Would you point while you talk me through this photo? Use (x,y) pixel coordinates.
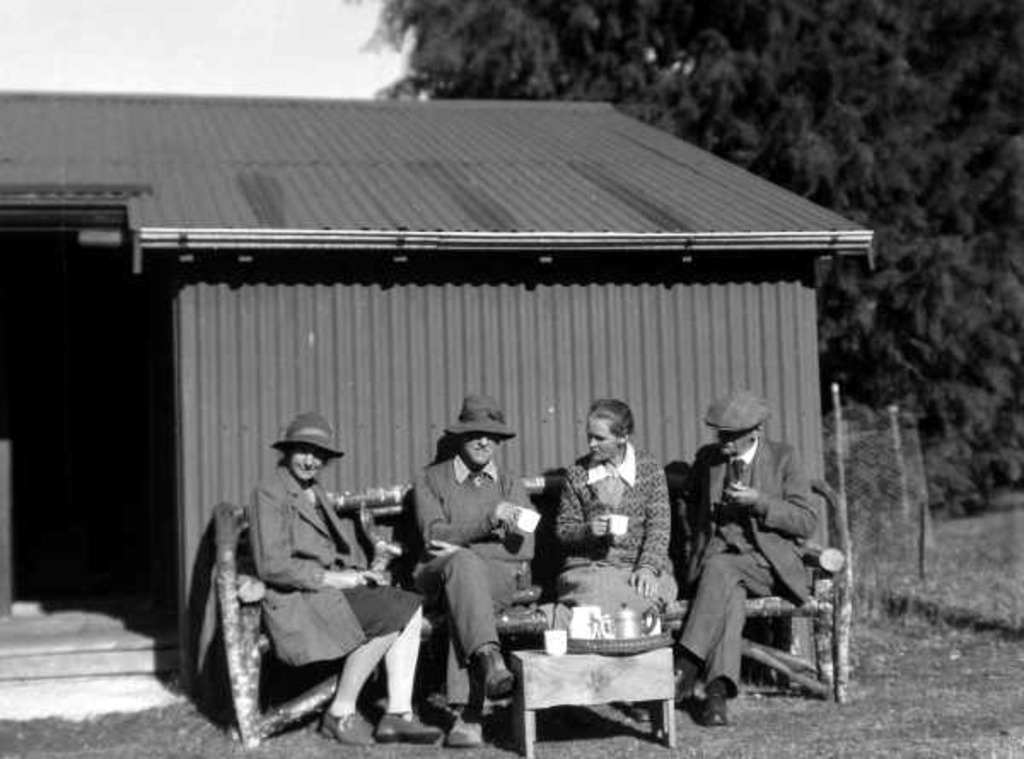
In this image we can see some people (608,406) sitting on the bench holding cups (530,523). We can also see a table (638,679) with a tea jar (643,619), cup (553,641) and a basket (597,649) in front of them. On the backside (520,350) we can see a house (486,283) with roof (676,220), trees (735,152), fence (922,473) and the sky (307,71).
